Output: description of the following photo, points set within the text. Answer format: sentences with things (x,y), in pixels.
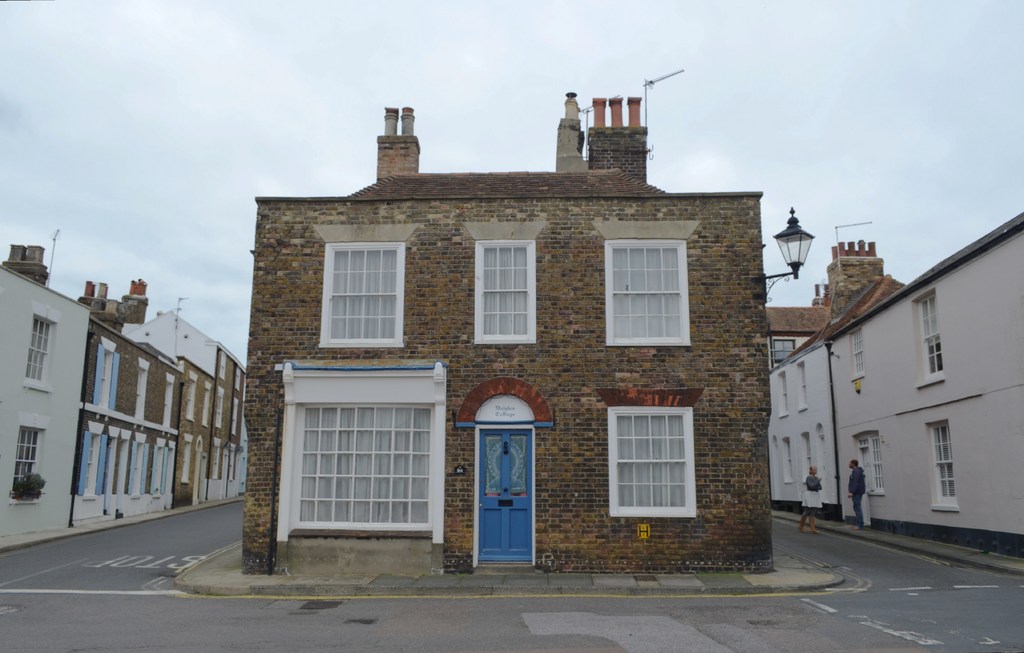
In this image there are several different buildings (498,457) beside the road (758,634) also there are two people (804,513) standing beside the building (888,522).
